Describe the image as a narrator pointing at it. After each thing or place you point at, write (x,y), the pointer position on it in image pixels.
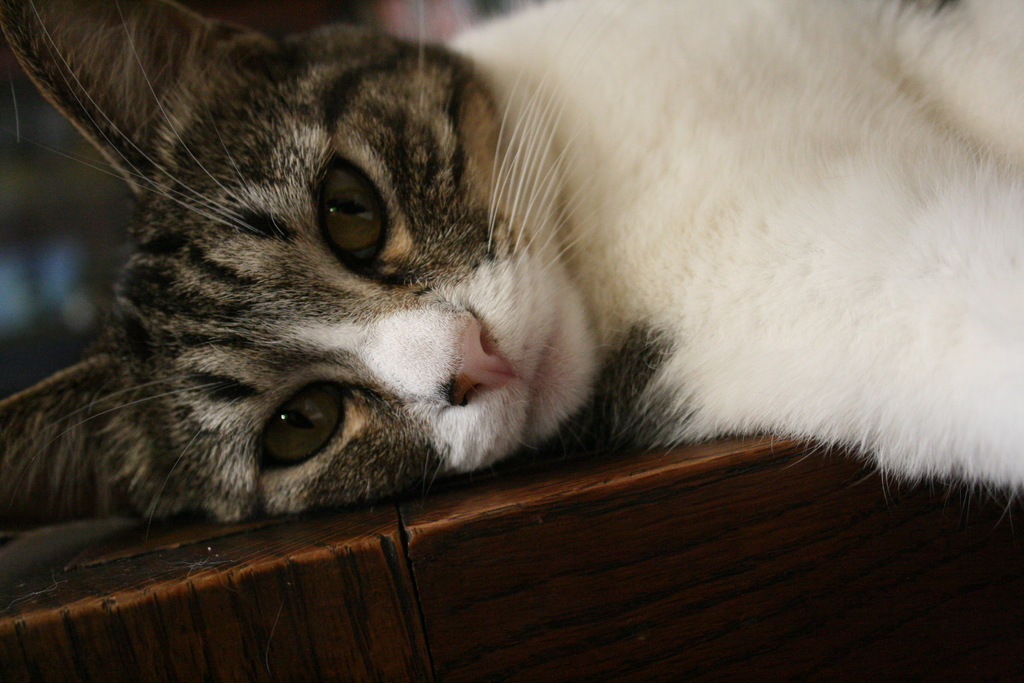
Here in this picture we can see a cat (240,177) lying over a place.
